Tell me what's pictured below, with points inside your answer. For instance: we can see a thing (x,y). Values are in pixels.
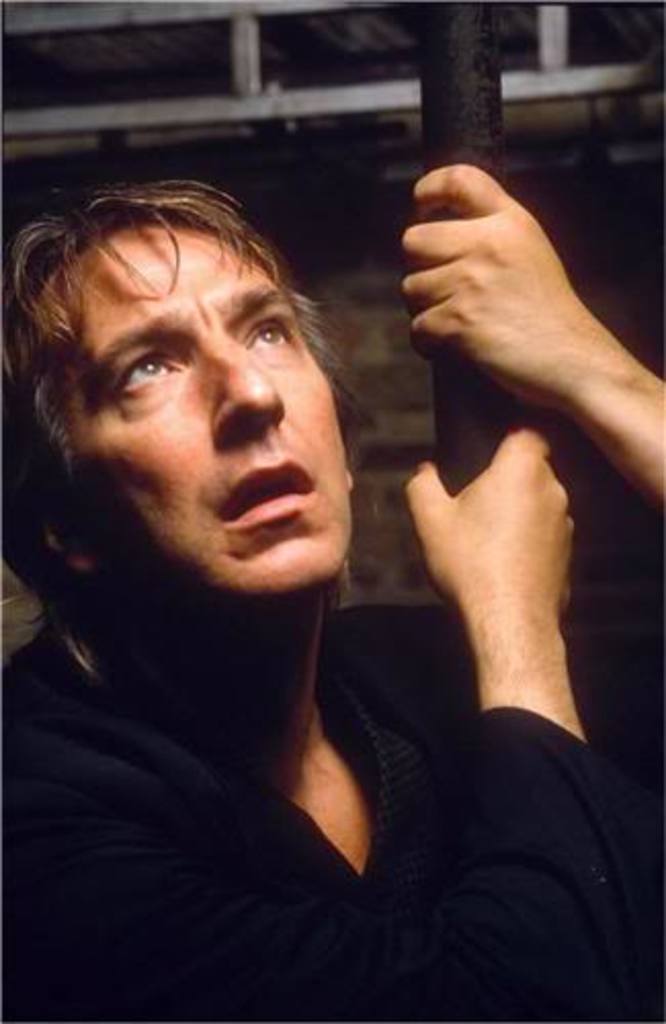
In this picture we can see a man (451,665) holding a pole (499,403), in the background (365,240) there is a wall (323,195).
